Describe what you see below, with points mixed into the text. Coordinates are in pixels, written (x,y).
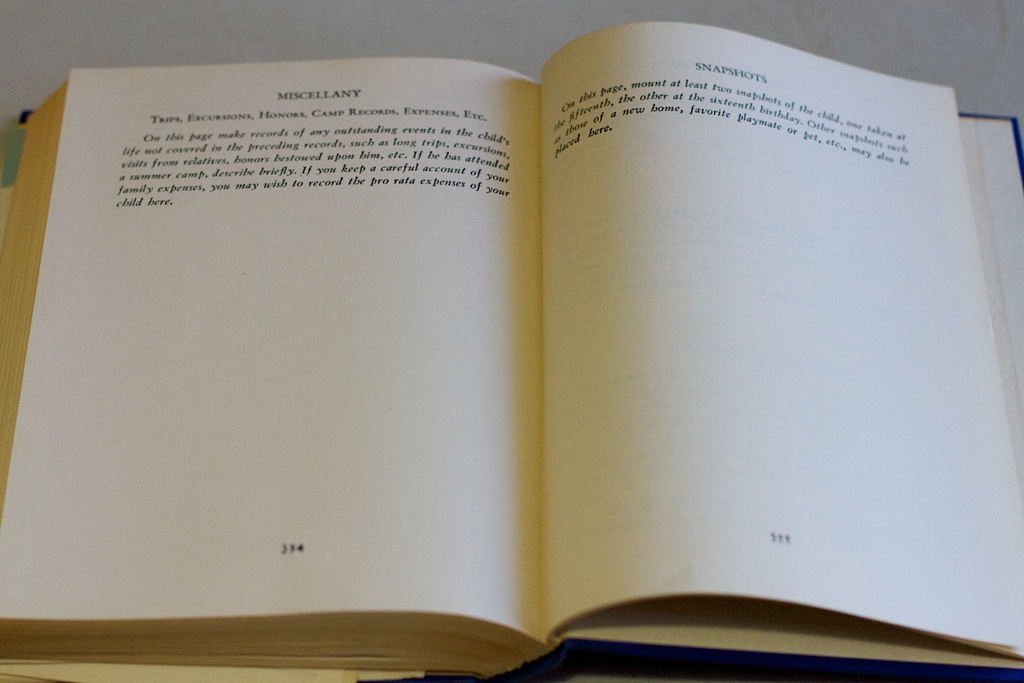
In the foreground of this image (401,526), there is a book (495,426) on which there is some text (401,142).
